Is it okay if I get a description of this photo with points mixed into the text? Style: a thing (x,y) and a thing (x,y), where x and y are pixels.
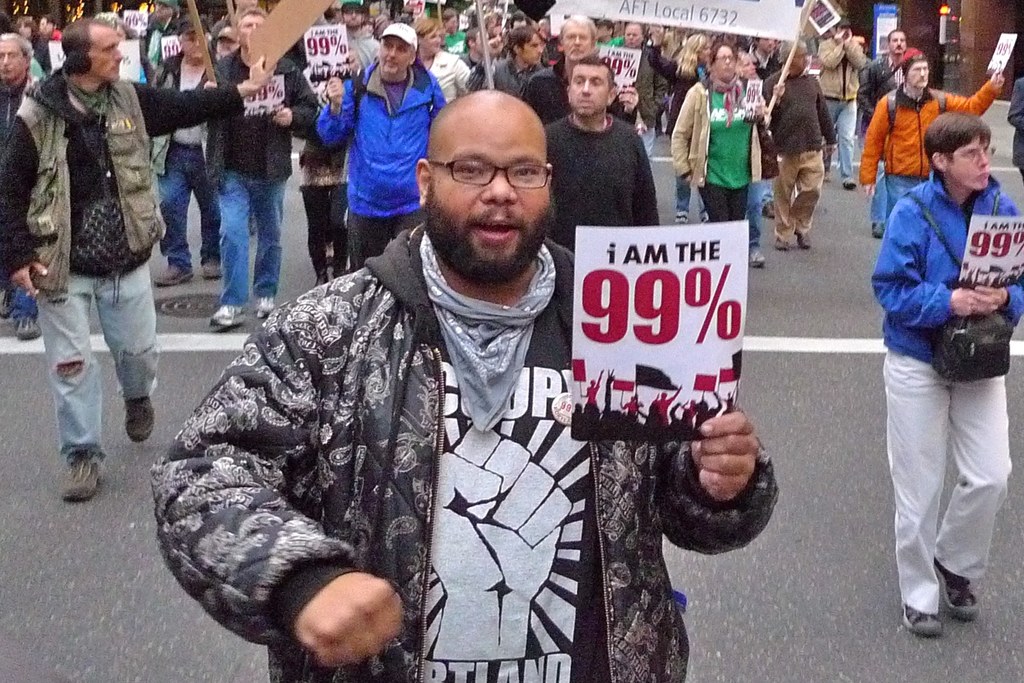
There is a crowd (294,87). Some are wearing caps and holding some posters (689,228) and placards (634,229). They are walking on the road (823,394).
